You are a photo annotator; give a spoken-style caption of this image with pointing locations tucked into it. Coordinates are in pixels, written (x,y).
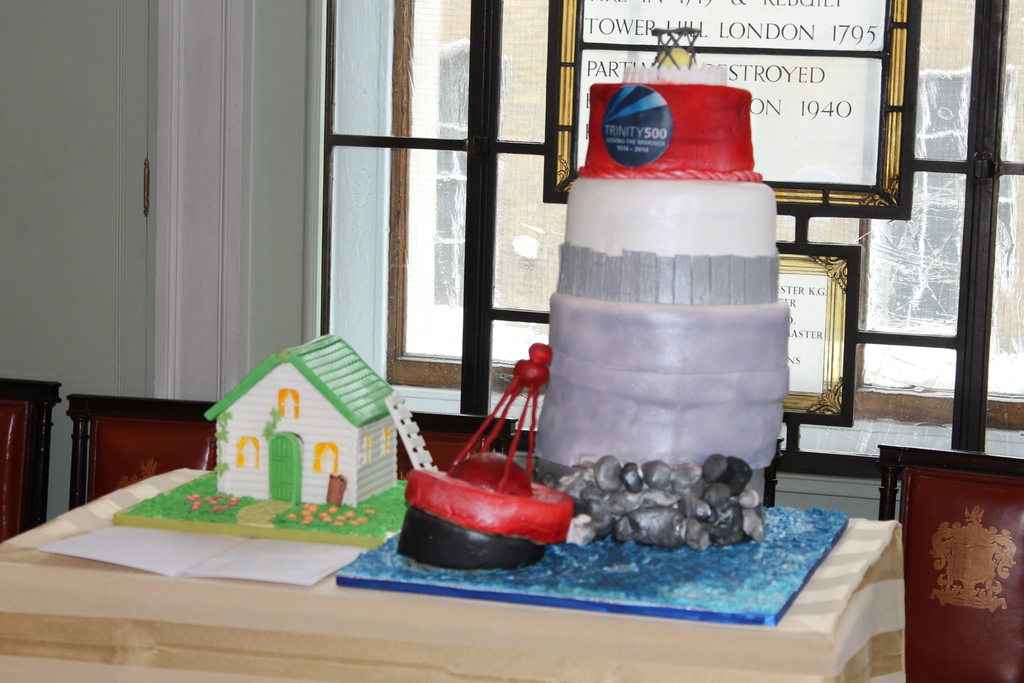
In this picture, we see a table (185,637) which is covered with cream color cloth (291,642). On the table (246,596), we see a hut (270,407) in white and green color, red color object (519,487) and we even see an object (641,312) which looks like a cake (734,343) is placed on the table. Behind that, we see the chairs (133,483) and we see the windows (516,213) on which photo frames (553,48) are placed. On the left side (157,344), we see a white wall (141,296).
